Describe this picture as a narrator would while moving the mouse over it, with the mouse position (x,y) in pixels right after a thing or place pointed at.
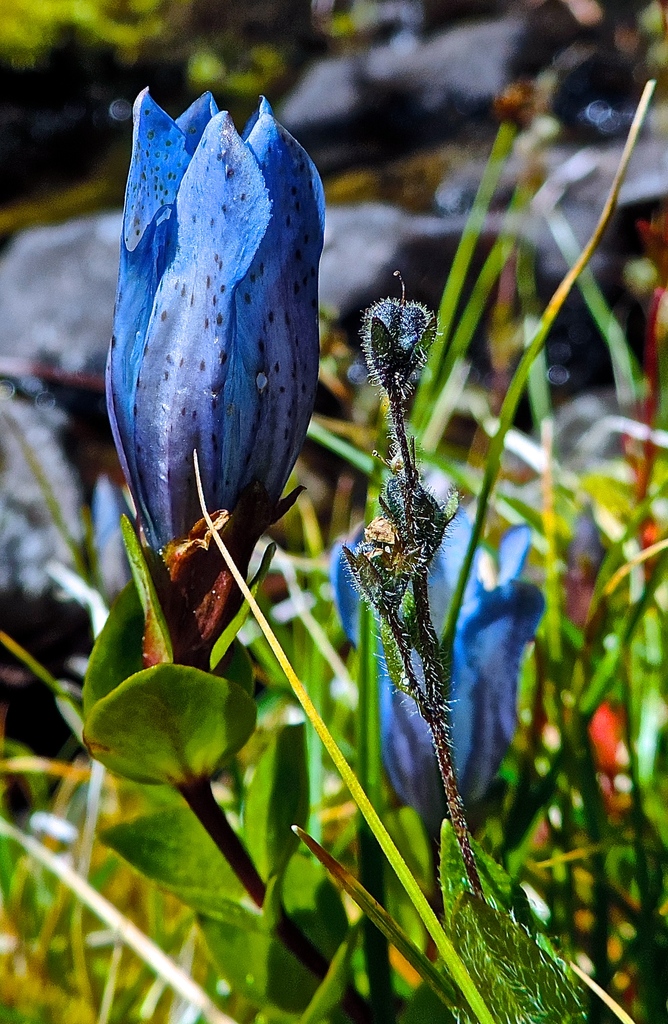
In the foreground of this image (269,356), there is a flower (297,355) and buds (401,359) to the plant (320,902). In the background (608,788), we can see greenery (131,42) and remaining objects (365,190) are not clear.
